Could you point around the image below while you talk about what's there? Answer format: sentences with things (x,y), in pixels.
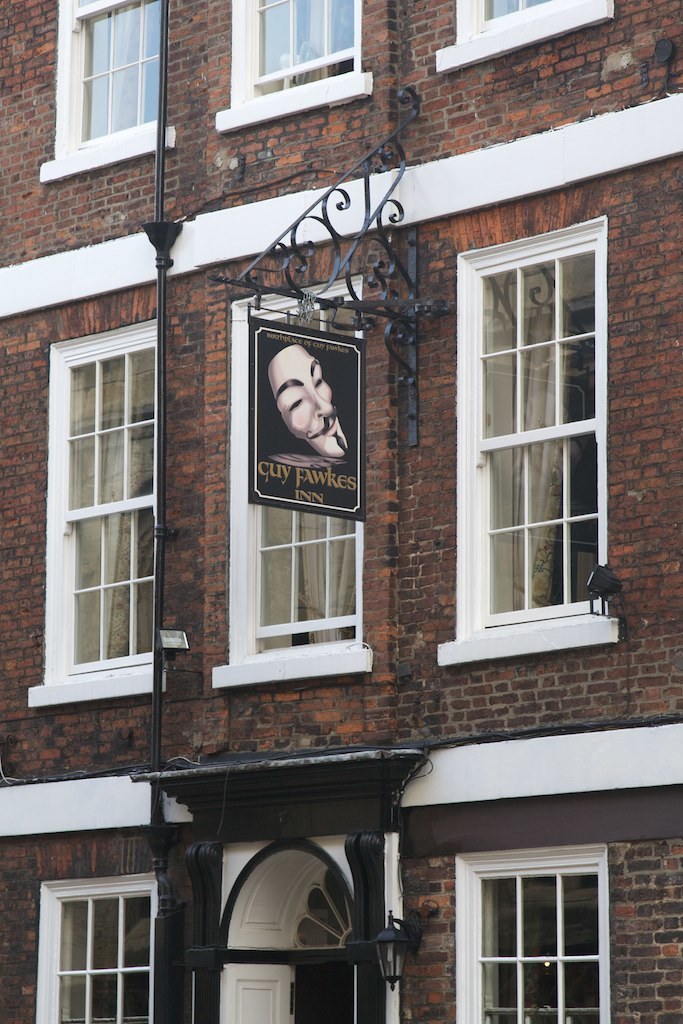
In this image there is a building (333,743), and in the center (338,422) there is a board (335,442) and there is a pipe (161,524), windows (119,13) and light (399,941).
